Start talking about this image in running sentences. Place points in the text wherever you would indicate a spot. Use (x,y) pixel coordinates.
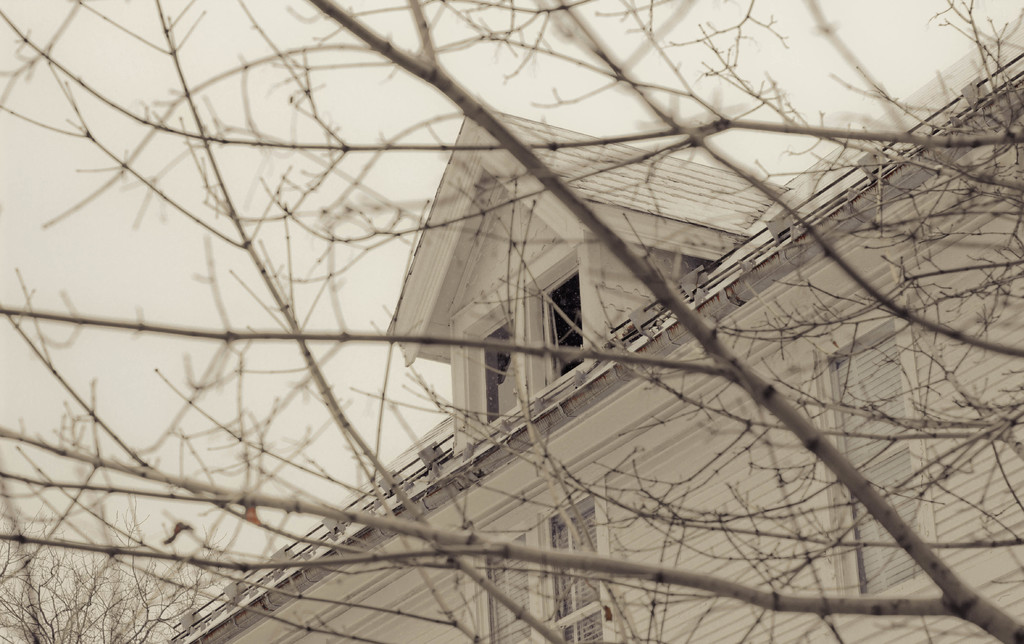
Here in this picture we can see a house (552,368) with number of windows (506,407) present on it over there and in the front (804,447) we can see branches (963,599) of the tree (963,599) present over there.
